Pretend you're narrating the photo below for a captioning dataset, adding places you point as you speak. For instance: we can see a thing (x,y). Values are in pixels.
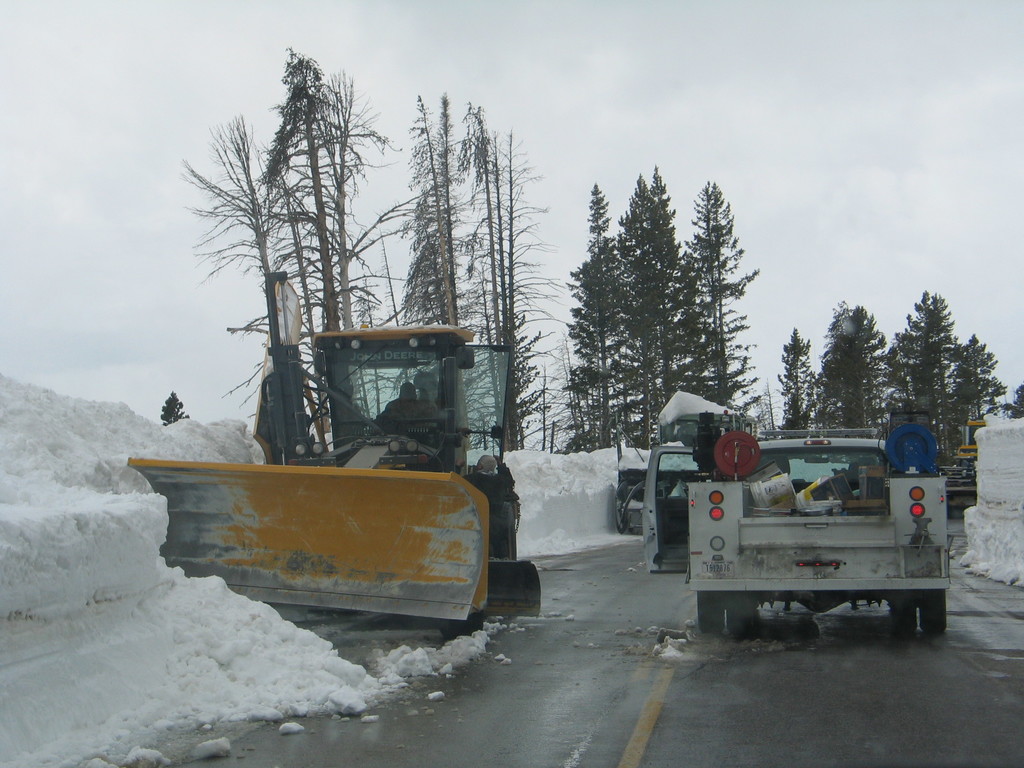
In this image few vehicles (746,574) are on the road (715,699). Both sides of the road (691,672) is covered with snow (92,520). Behind there are few trees (909,328). A person (414,409) is sitting inside the vehicle (378,440). Top of the image (784,117) there is sky (674,155).
